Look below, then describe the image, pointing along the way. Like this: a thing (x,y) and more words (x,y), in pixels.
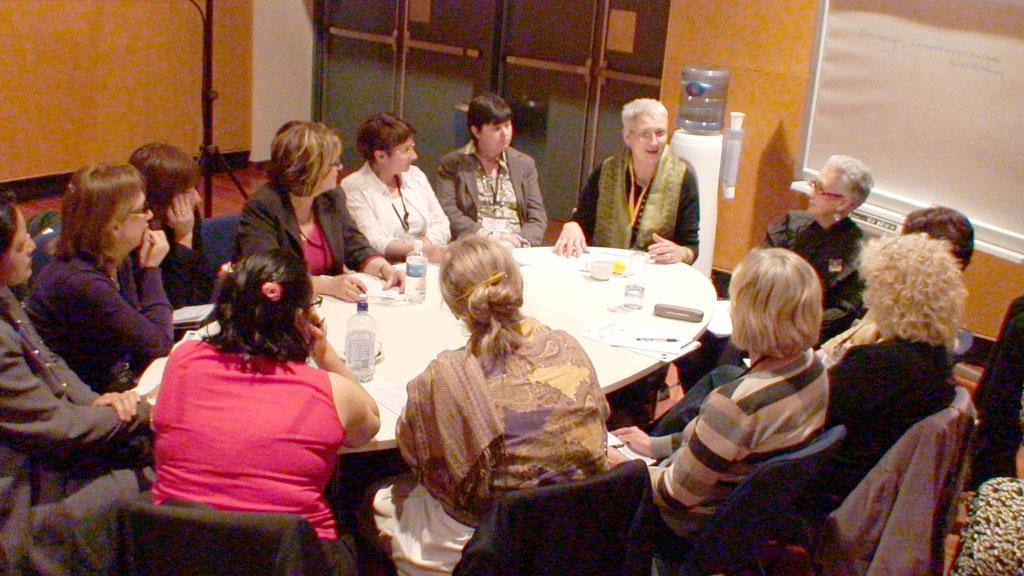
In this image I can see the group of people (568,373) sitting on the chairs (800,469). These people (271,402) are wearing the different color dresses (376,221). I can see the white color table (402,352) in-front of these people (452,352). On the table (430,353) I can see the bottles (348,346), paper (598,342), pen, cup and the pouch (664,313). To the right (732,181) I can see the water purifier (714,152). I can also see the whiteboard (897,148) to the wall (752,58).
